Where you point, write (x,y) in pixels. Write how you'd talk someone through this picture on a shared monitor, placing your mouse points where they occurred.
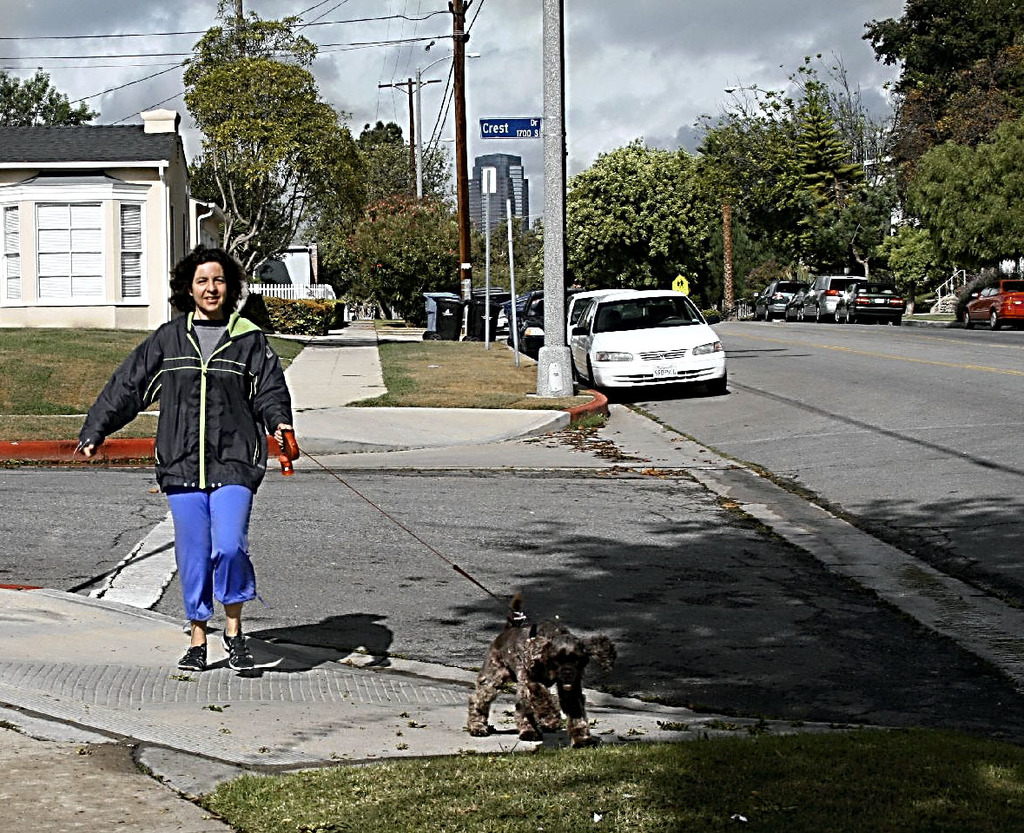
This is an outside view. On the left side (172,410) there is a woman (168,379) wearing a jacket (185,435), holding a dog's belt (522,622) in the hand (278,440) and walking on the road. She is smiling and giving pose for the picture. At the bottom (547,794), I can see the grass (617,792) on the ground (729,801). On the right side (816,302) there are few vehicles (766,290) on the road (778,391). On both sides of the road (759,391) I can see the trees (870,230) and poles (513,312). In the background (162,217) there are some buildings (167,192). At the top of the image (650,55) I can see the sky (711,48).
